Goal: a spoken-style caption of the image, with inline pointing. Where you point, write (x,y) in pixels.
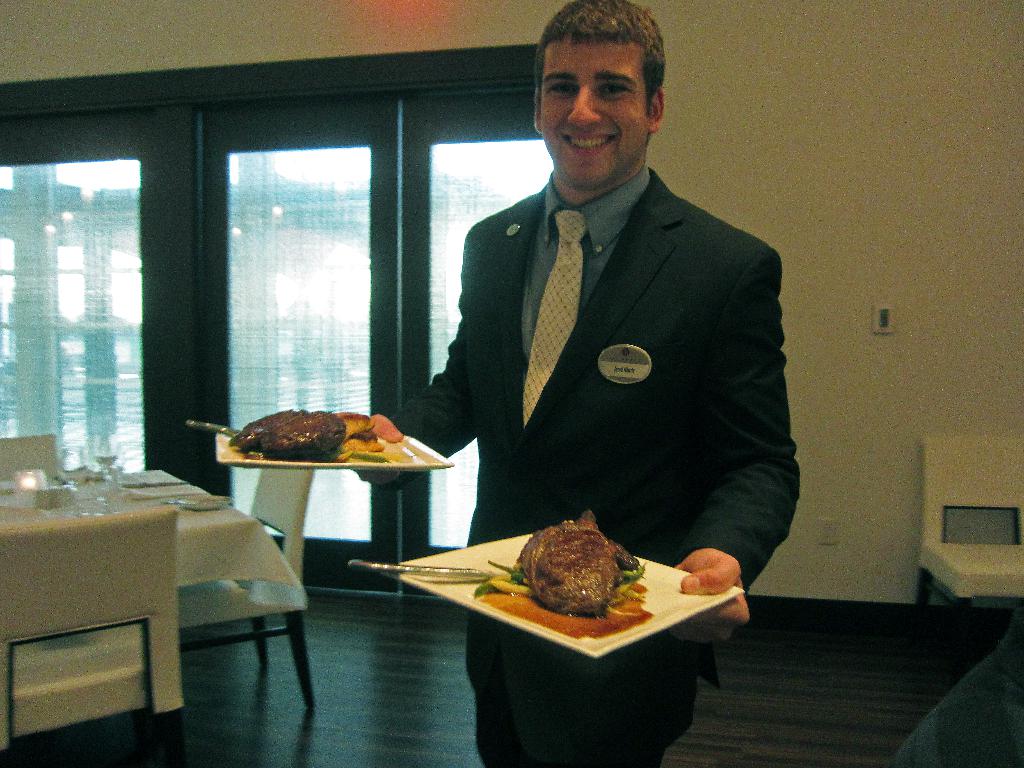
A man (573,344) with black jacket (611,327) is standing and he is smiling. In his both hands (712,567) there is a plate (689,601). On the plate (593,639) there is a food item (574,557). To the left side (124,503) there is a table (103,505) and some chairs (147,522). On the table (146,500) there are plates (128,487), glasses (103,474). And in the background (280,264) there are doors (123,291). And to the right side (979,504) there is a chair (947,551).
